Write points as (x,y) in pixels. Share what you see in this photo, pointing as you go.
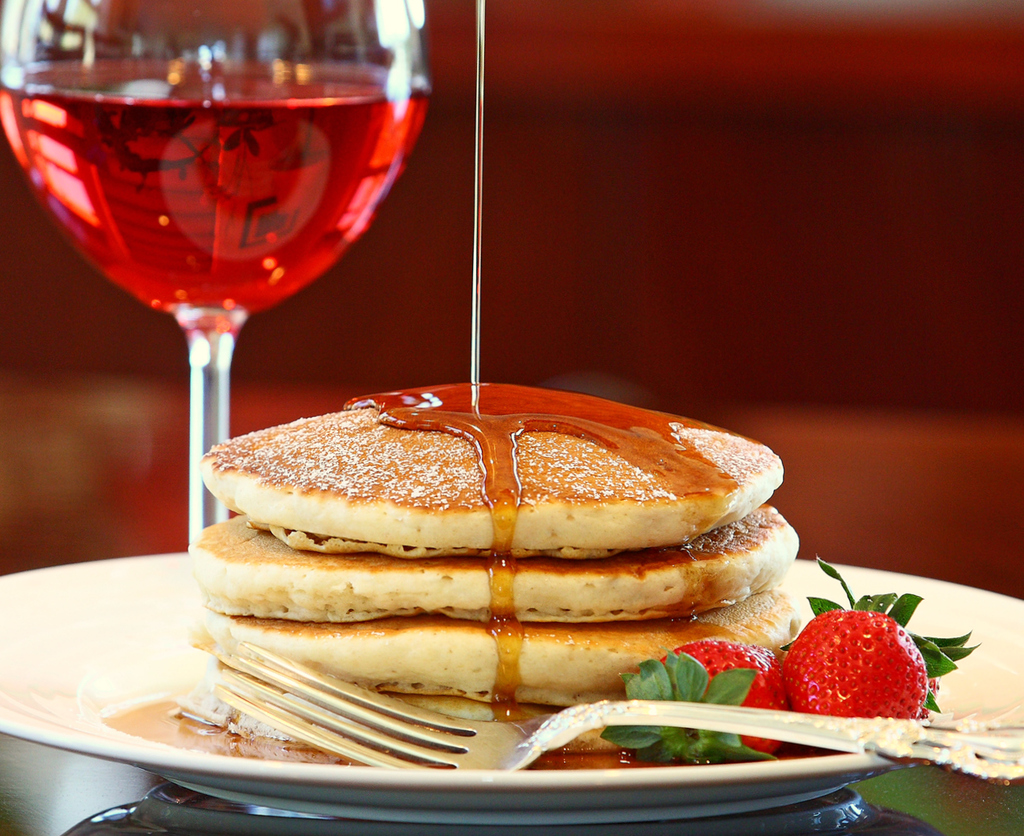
In this image there is a table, on that table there is a plate (995,644) in that plate (988,659) there are some food items (764,630) and a fork (401,765) there is a glass (233,194) in that glass (221,144) there is a liquid (154,183).
